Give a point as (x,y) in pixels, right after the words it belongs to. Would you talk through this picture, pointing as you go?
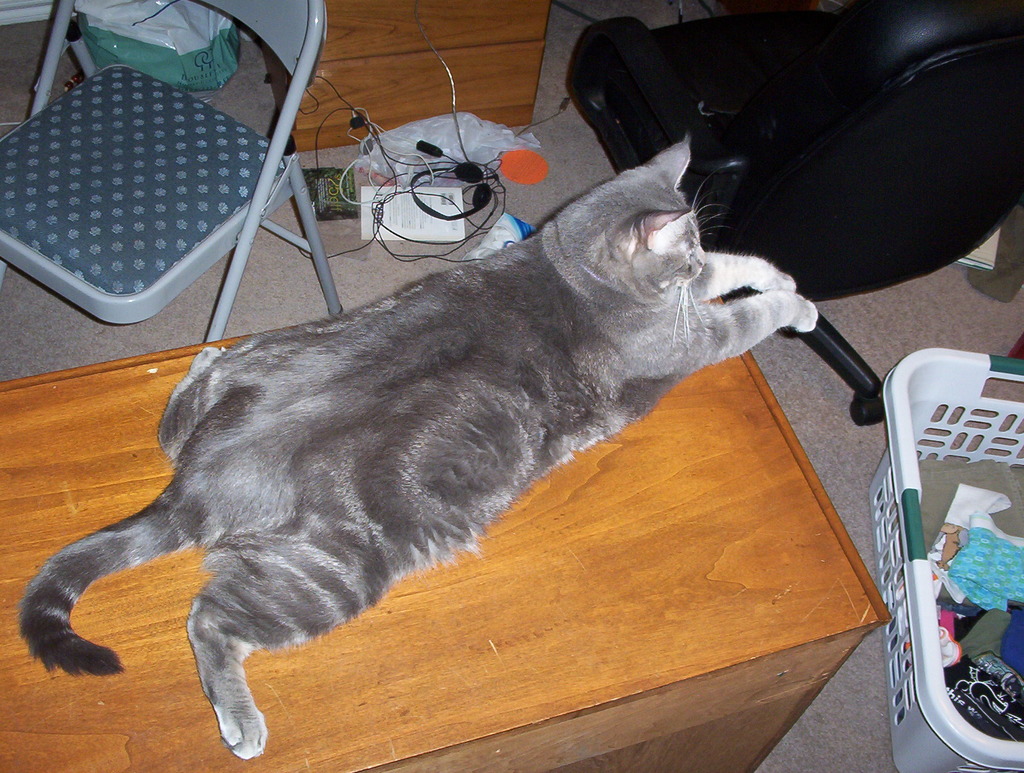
We can see a cat (358,449) on the desk (447,704). At the right side of the picture (940,182) we can see a chair (900,79) in black color and a basket (922,420) of clothes (980,611). Here we can see headphones (466,164), book (458,235), paper (455,195). Here we can see an empty chair (181,127) and also a plastic carry bag (213,76). This is a floor (831,728).
